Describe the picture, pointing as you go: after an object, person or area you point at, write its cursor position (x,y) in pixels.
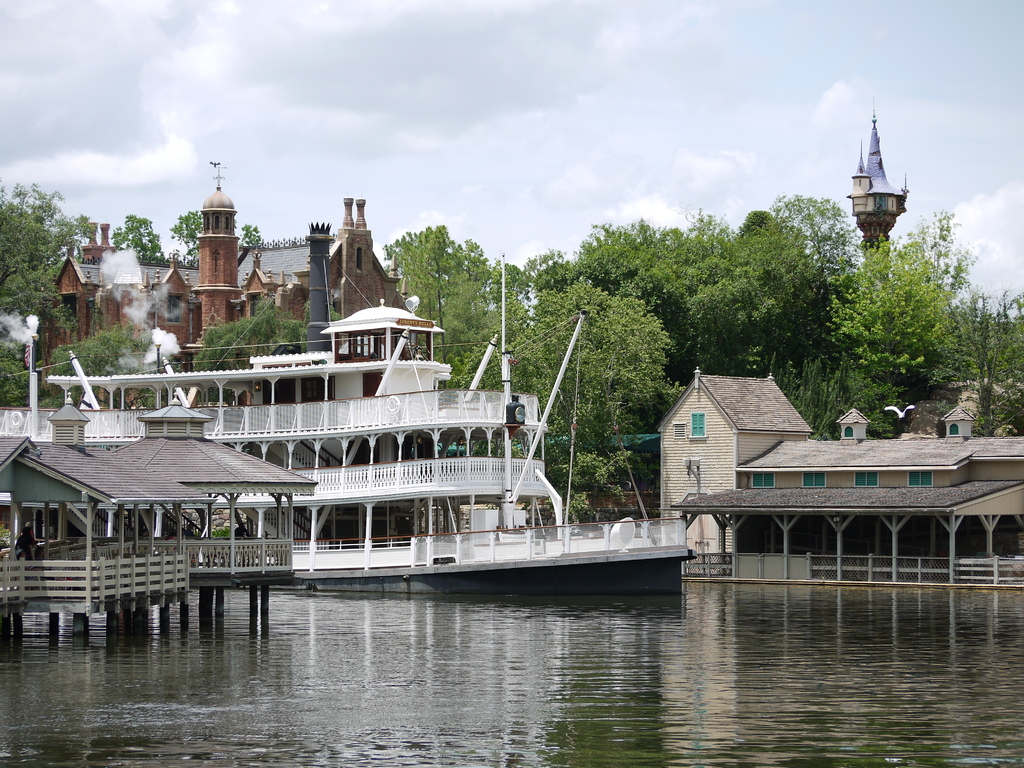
In this image we can see ship (497,578), buildings (725,473), trees (447,310), water (601,620) and we can also see the sky (236,114).
